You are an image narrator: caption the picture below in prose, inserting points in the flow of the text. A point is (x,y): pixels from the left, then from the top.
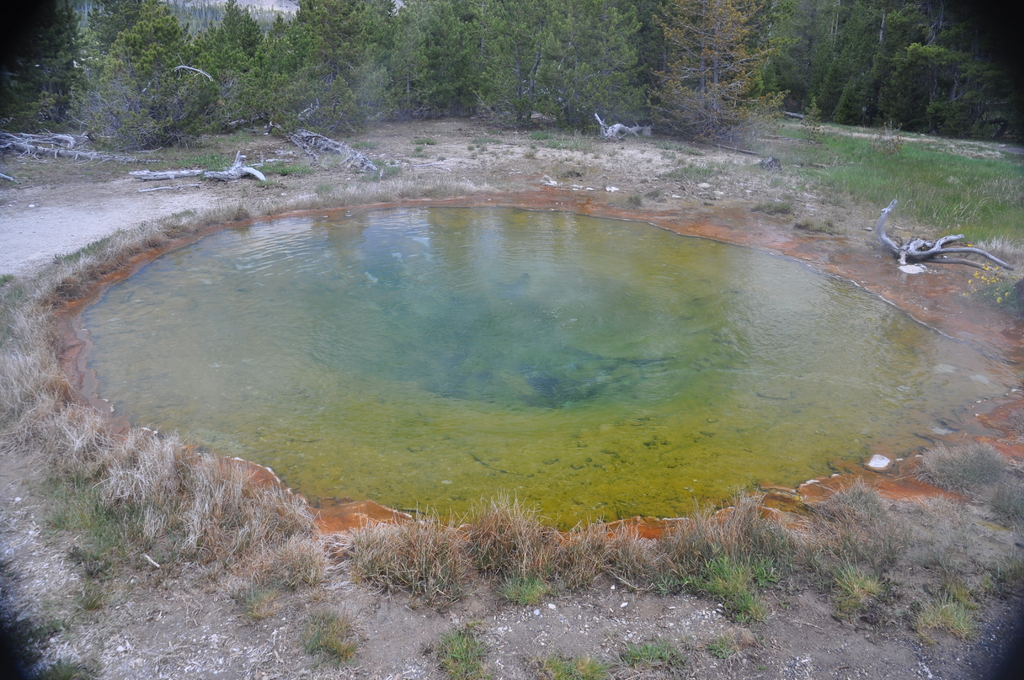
In this image I can see a water pond (401,468) in the center of the image (544,423) with grass (398,173) and some dried trunks (22,145) of the trees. At the top of the image (70,42) I can see trees (883,117).
